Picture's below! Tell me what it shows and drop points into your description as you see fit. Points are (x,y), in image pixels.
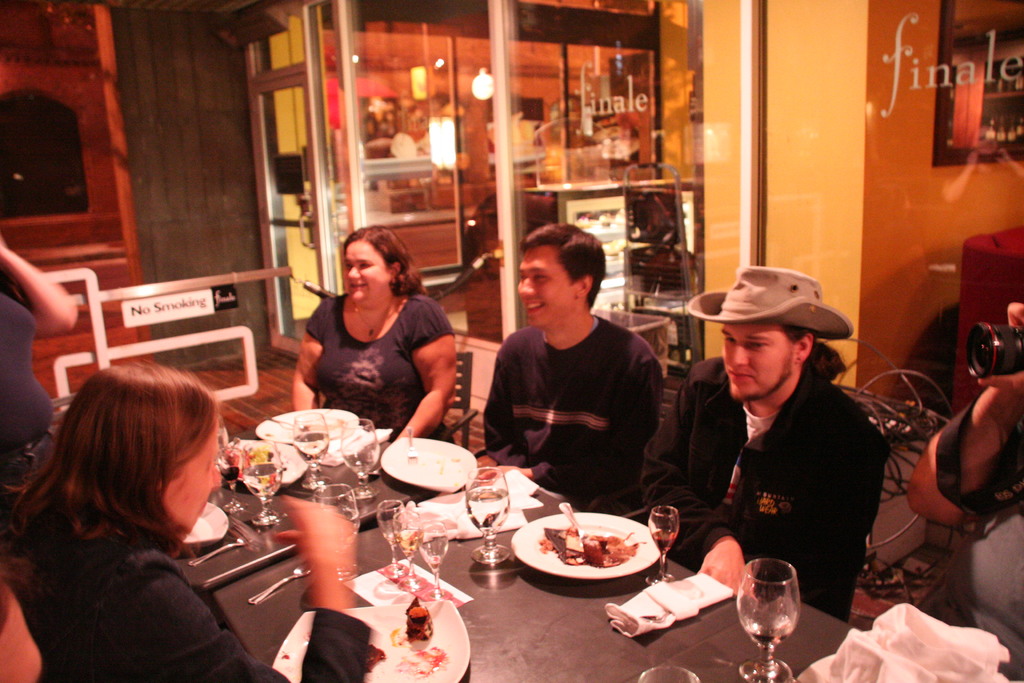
There is a group of people (686,484). They are sitting on a chairs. On the right side of the person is holding a camera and another person (735,349) is wearing a cap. On the left side of the person (15,327) is standing. There is a table (273,427). There is a plate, glass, fork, spoon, food item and tissue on a table (395,485). We can see in the background (374,160) shop (374,160), glass door (288,143) and wall (782,121).
